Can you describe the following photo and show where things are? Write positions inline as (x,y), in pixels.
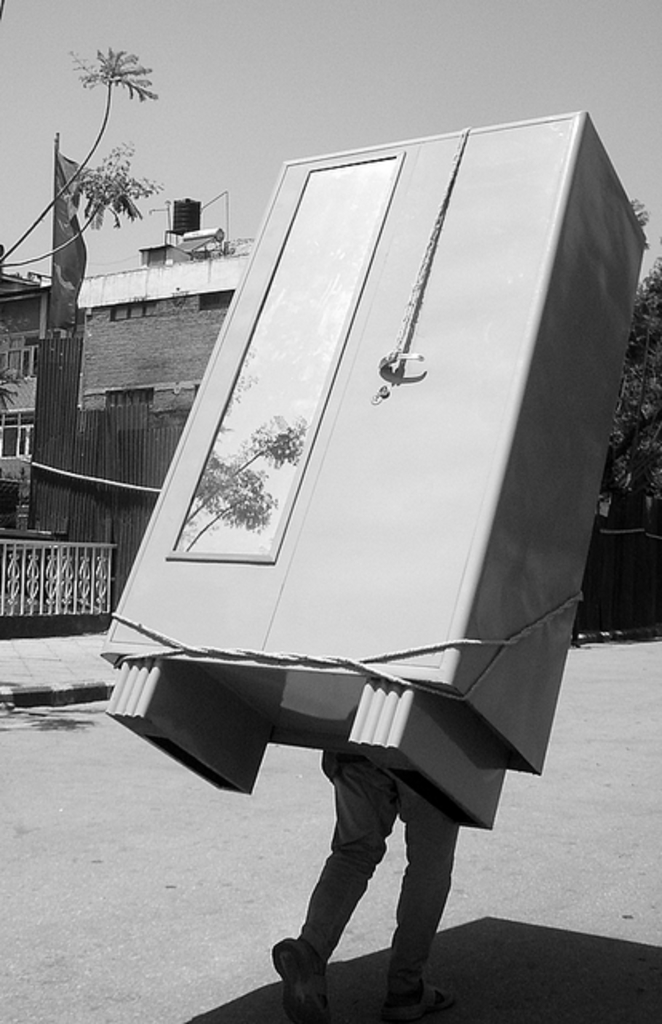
In this image in the center (324,348) there is one man (334,911) who is carrying a cupboard (410,482), and in the background (95,605) there are some houses (126,397), trees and a fence (103,527). At the top of the image (189,84) there is sky (168,118), and at the bottom (589,886) there is a road (589,886).
